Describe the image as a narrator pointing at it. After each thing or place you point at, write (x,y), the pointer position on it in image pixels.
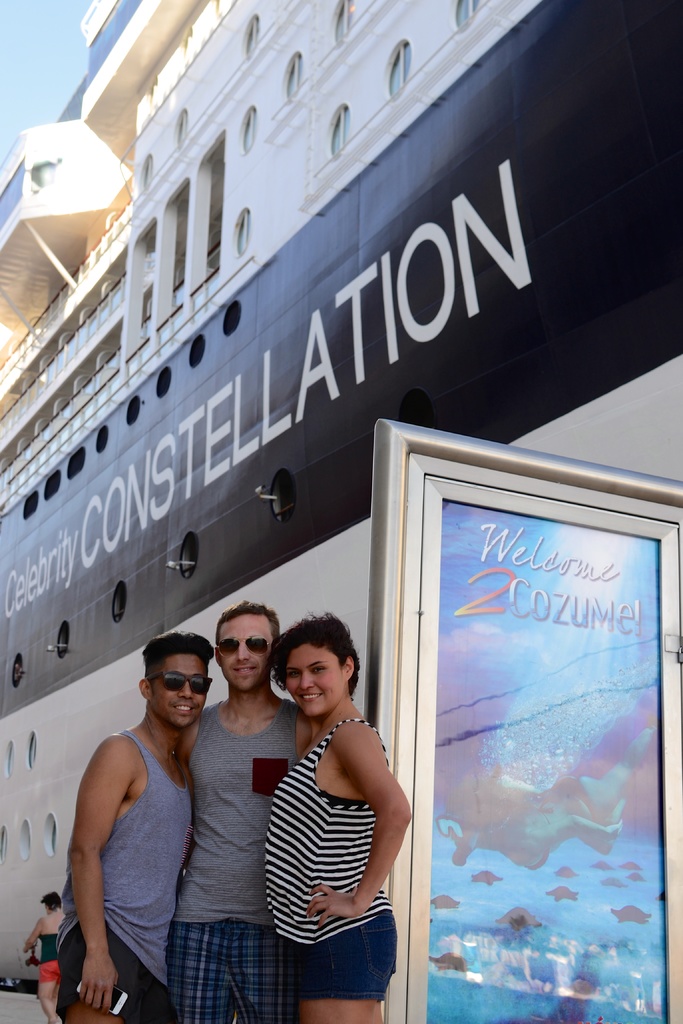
In this image we can see some persons (259,877). In the background of the image (269,445) there is a ship (358,531), boards (524,540), glass windows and other objects (152,346). On the left side (20,15) top of the image (55,94) there is the sky (26,86).
